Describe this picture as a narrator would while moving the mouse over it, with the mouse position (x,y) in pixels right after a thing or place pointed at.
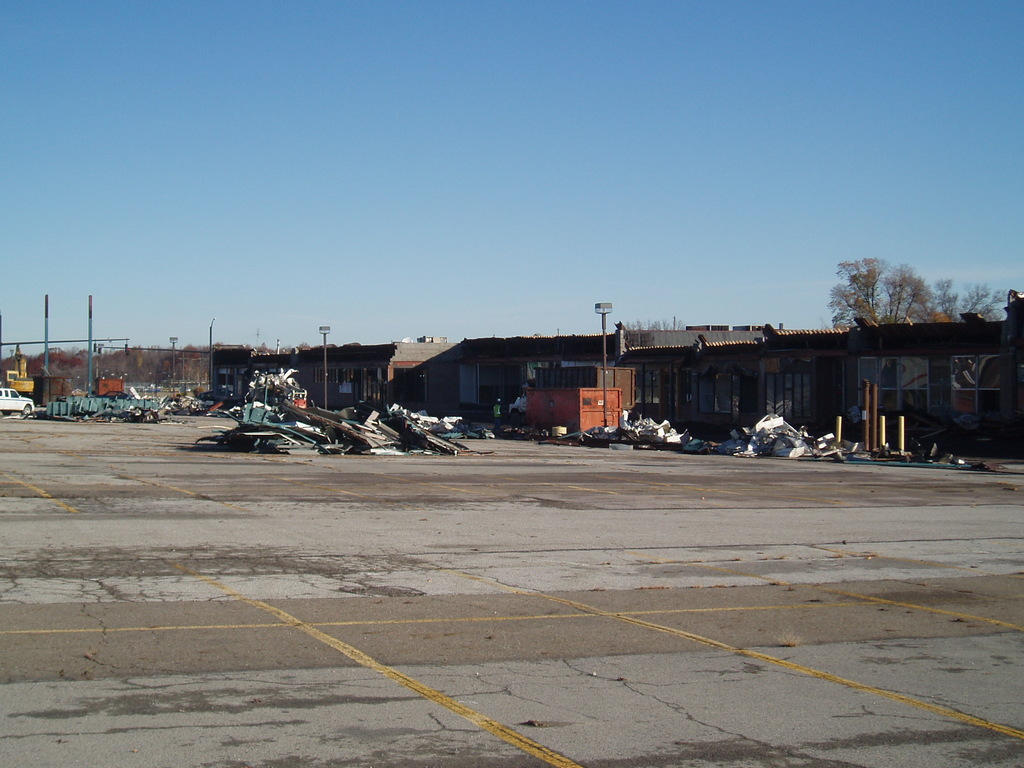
At the bottom of the image (285,524) there is a floor (215,536). In the background (955,344) there are rooms (396,370) with glasses (366,386), roofs (720,348) and walls (308,381). In front of the rooms (720,422) there are poles (211,336), containers (577,406) and some other things (22,368). On the left corner of the image (9,398) there is a car (10,401). In the background (37,369) there are trees (56,365) and also there is a fencing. At the top of the image (659,170) there is sky (641,217).
